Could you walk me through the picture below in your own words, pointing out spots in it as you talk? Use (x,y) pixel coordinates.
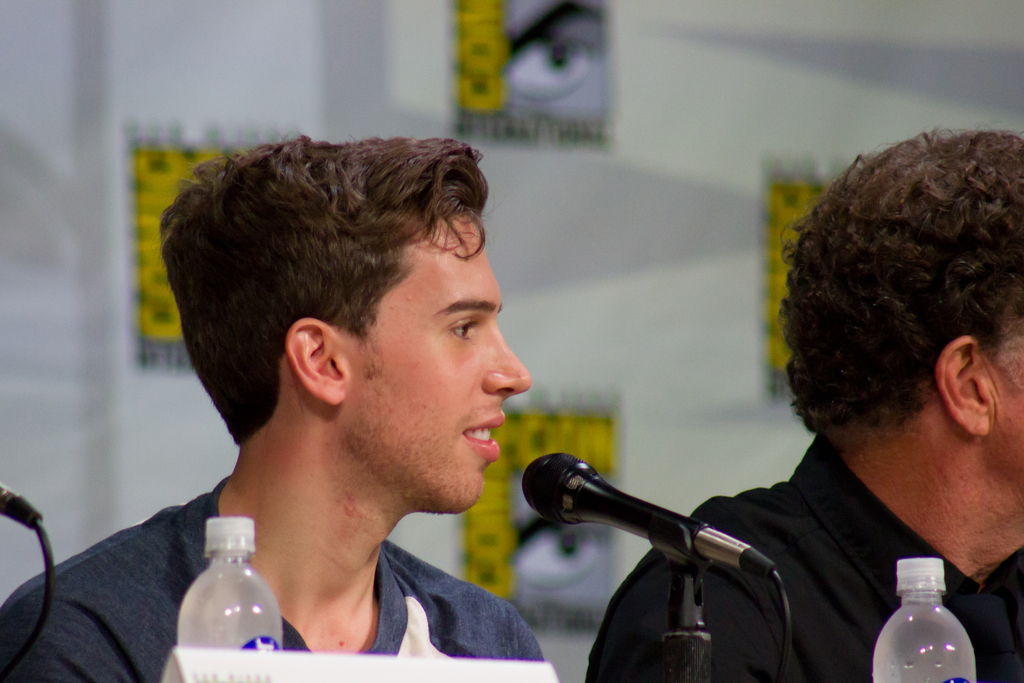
In this picture we can see two persons (500,334) where on left (261,497) person (338,421) in front of mic (567,511) and smiling and in front of them we can see two bottles (200,600), wire (54,565) and in background (313,74) we can see wall (648,95) with some posters (514,115).
